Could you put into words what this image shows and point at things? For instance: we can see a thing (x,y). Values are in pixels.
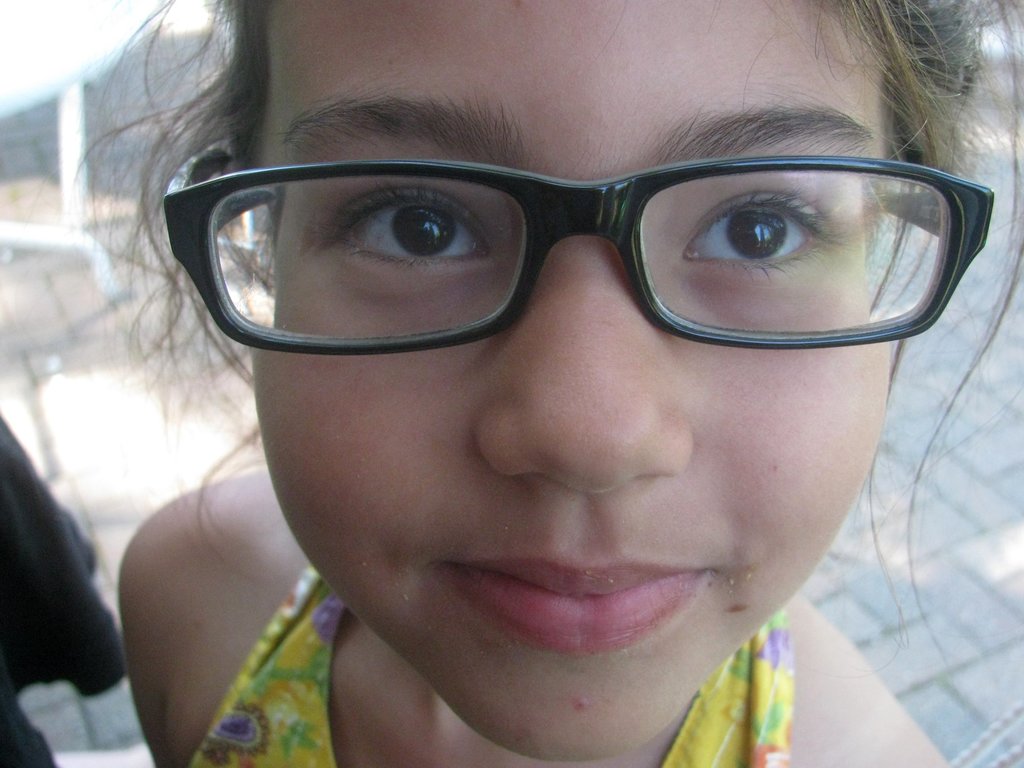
In this picture we can see a girl (473,561) wearing spectacles (667,233).
